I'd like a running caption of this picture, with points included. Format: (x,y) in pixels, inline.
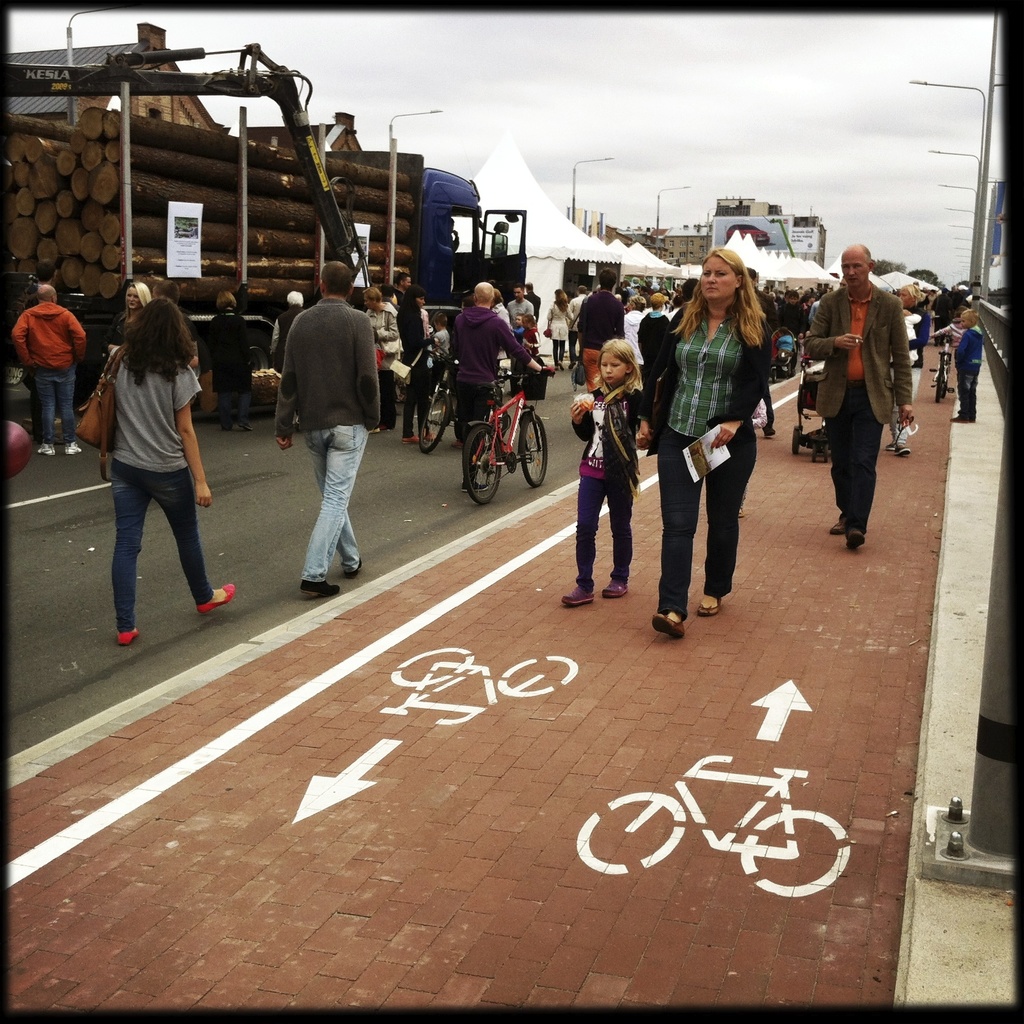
In the picture we can see a path (497,774) which is brown in color with tiles (404,982) and on it we can see a painting (766,781) of a bicycle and some people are walking on the path (397,825) and beside it we can see a road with some people (52,349) are walking and beside them we can see a truck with some logs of wood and in front of the truck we can see some poles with lights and tents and behind it we can see some buildings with windows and in the background (923,226) we can see the sky (872,67) with clouds (555,60).
